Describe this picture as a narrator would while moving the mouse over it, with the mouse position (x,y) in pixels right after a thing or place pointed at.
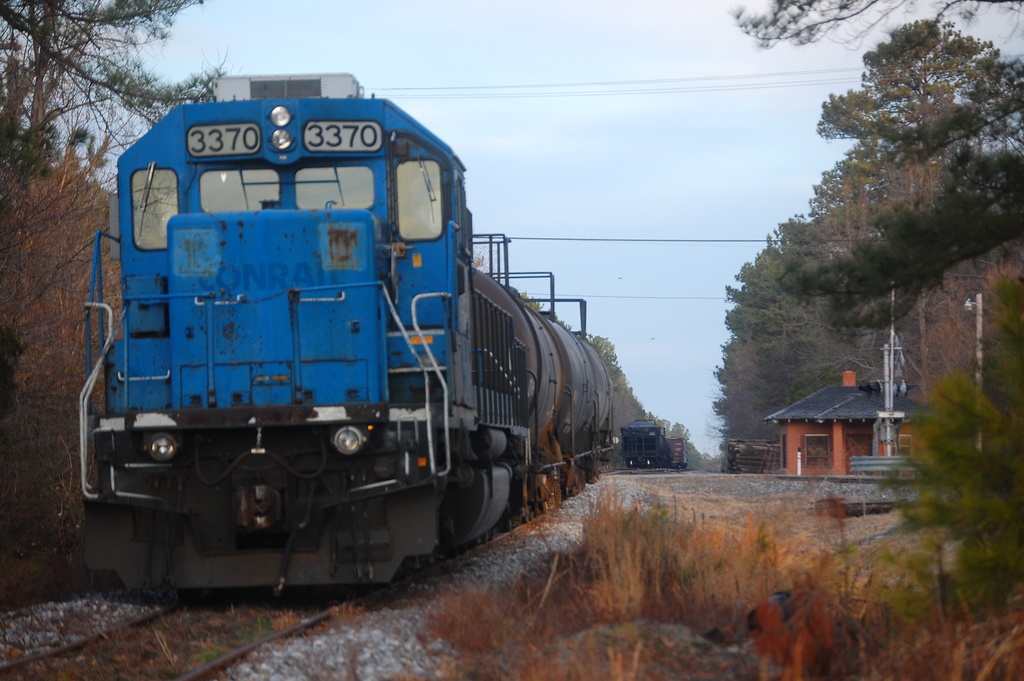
In this image we can see two trains (166,270), grass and some trees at the right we can see house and electrical pole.
